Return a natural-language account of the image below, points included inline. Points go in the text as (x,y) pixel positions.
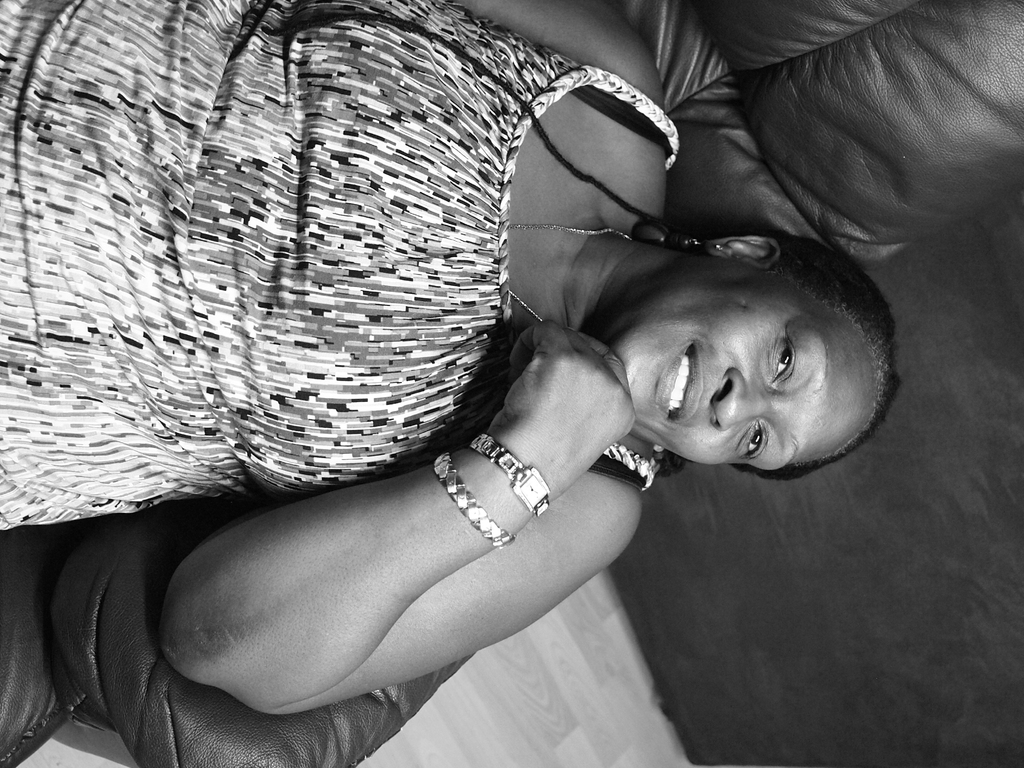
In this image there is a woman (429,290) sitting on the sofa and smiling.
